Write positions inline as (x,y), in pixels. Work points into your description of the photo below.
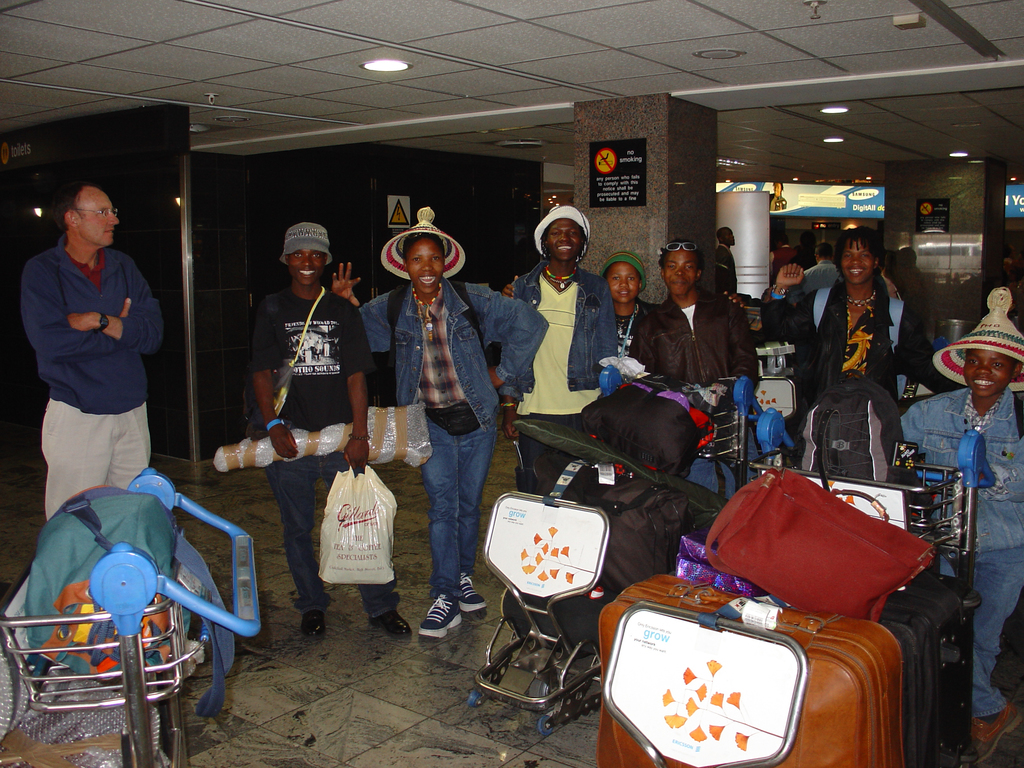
In this image i can see a group of people (504,397) are standing in an airport (339,650) and carrying bags (385,517). I can also see there are some bags (797,620) on the trolleys (516,695).
